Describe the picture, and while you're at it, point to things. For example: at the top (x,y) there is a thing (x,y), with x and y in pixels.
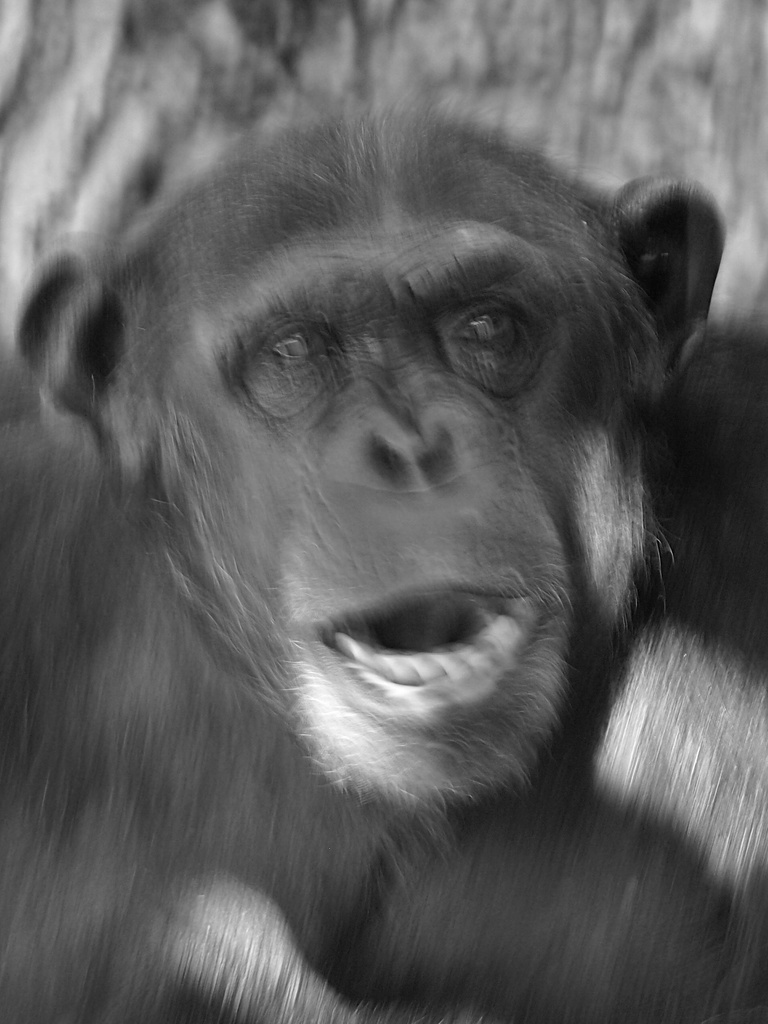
In this image we can see a chimpanzee (346,653).
